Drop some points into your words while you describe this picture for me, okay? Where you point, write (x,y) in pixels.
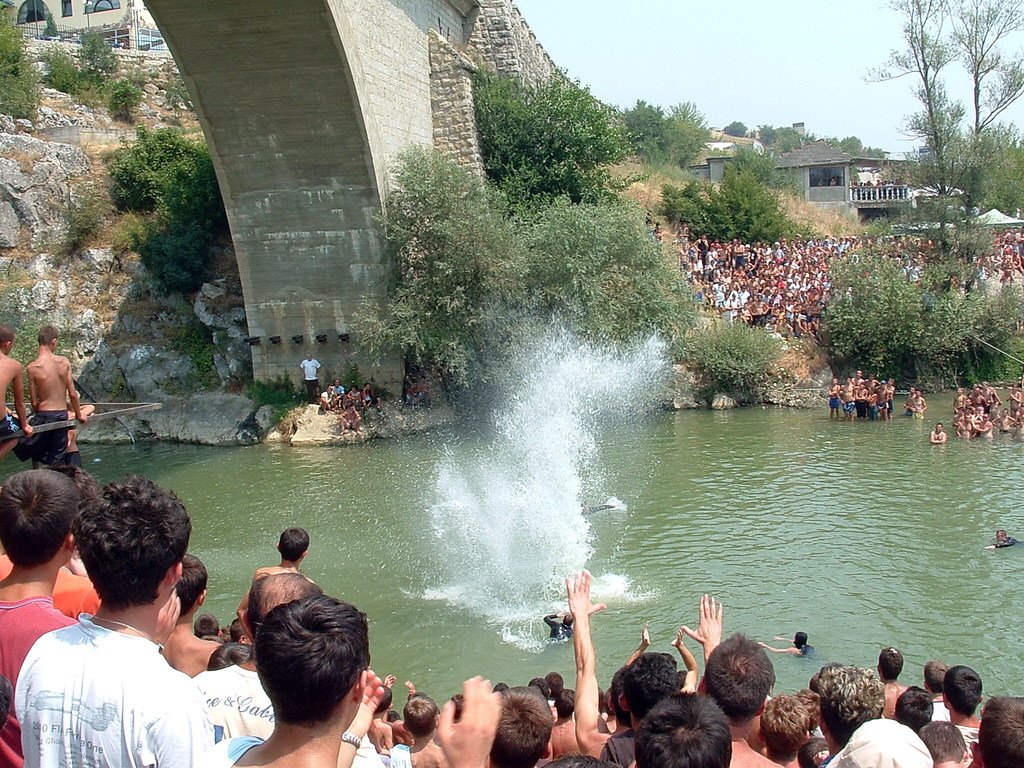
In this image, there are many people (778,285), houses (834,202), trees (768,218), plants (644,237). We can see some water (573,459) and the bridge (354,42). We can also see the sky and some stones (216,337).
